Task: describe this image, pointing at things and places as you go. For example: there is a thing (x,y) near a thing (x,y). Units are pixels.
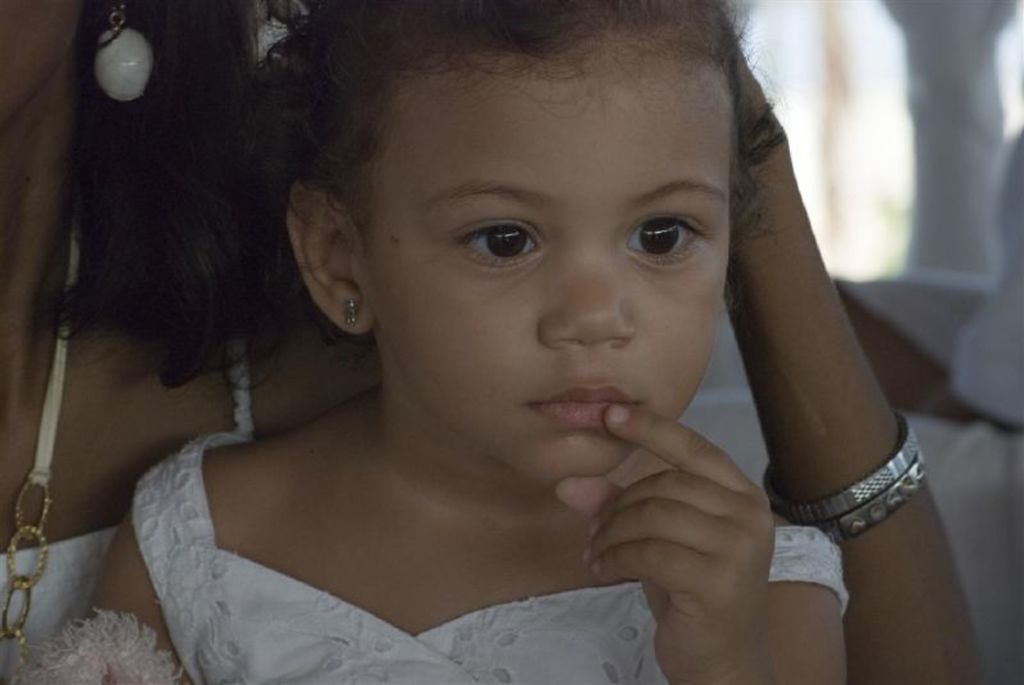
In this image I can see a baby (505,347) wearing white color dress (325,640) and background (103,153) I can see the other person (80,180) wearing white color dress (58,590).
